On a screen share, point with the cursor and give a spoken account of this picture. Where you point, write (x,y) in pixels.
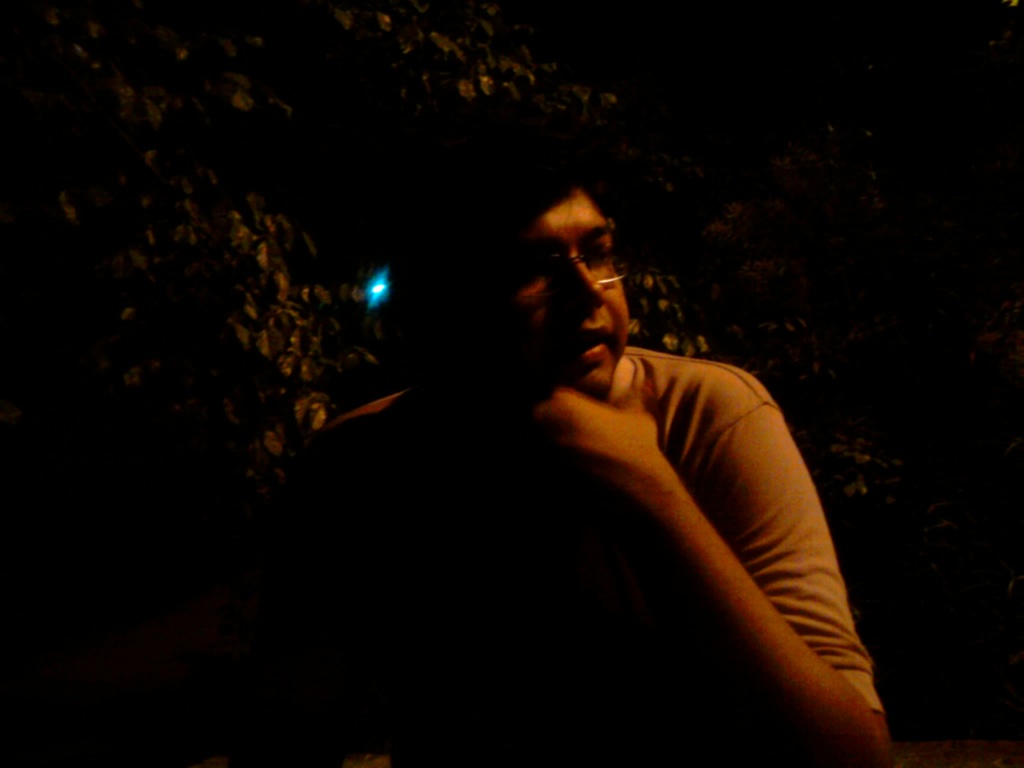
In this image I can see a man (515,337) in the front (521,347) and I can see he is wearing specs (613,242). I can also see a blue colour light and leaves (328,370) in the background (434,108). I can see this image is in dark.
